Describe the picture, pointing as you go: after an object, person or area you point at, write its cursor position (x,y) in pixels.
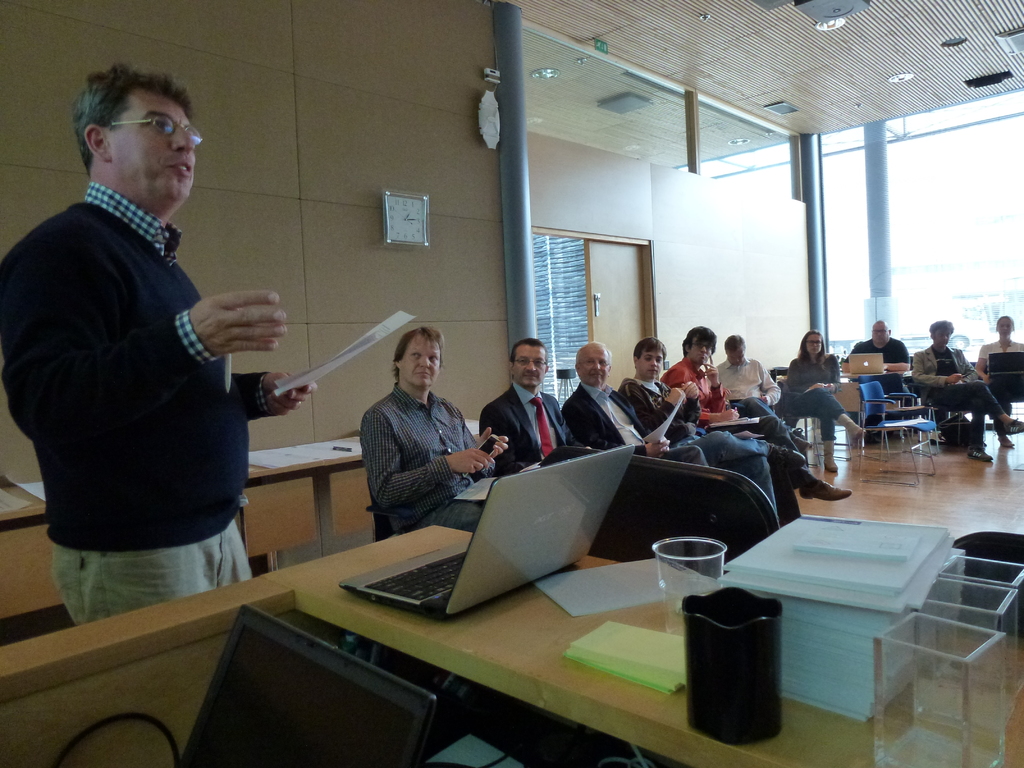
In this image we can see this person (153,491) wearing a black jacket (89,468) and spectacles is standing by holding a paper (305,373) in his hands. Here we can see laptops (352,722), glasses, glass boxes (908,690), papers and a few more things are kept on the wooden table (506,628). Here we can see these persons (719,463) are sitting on the chairs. In the background (426,216), we can see the clock (420,228) on the wall (477,229), door (643,310), pole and the ceiling (917,68).
